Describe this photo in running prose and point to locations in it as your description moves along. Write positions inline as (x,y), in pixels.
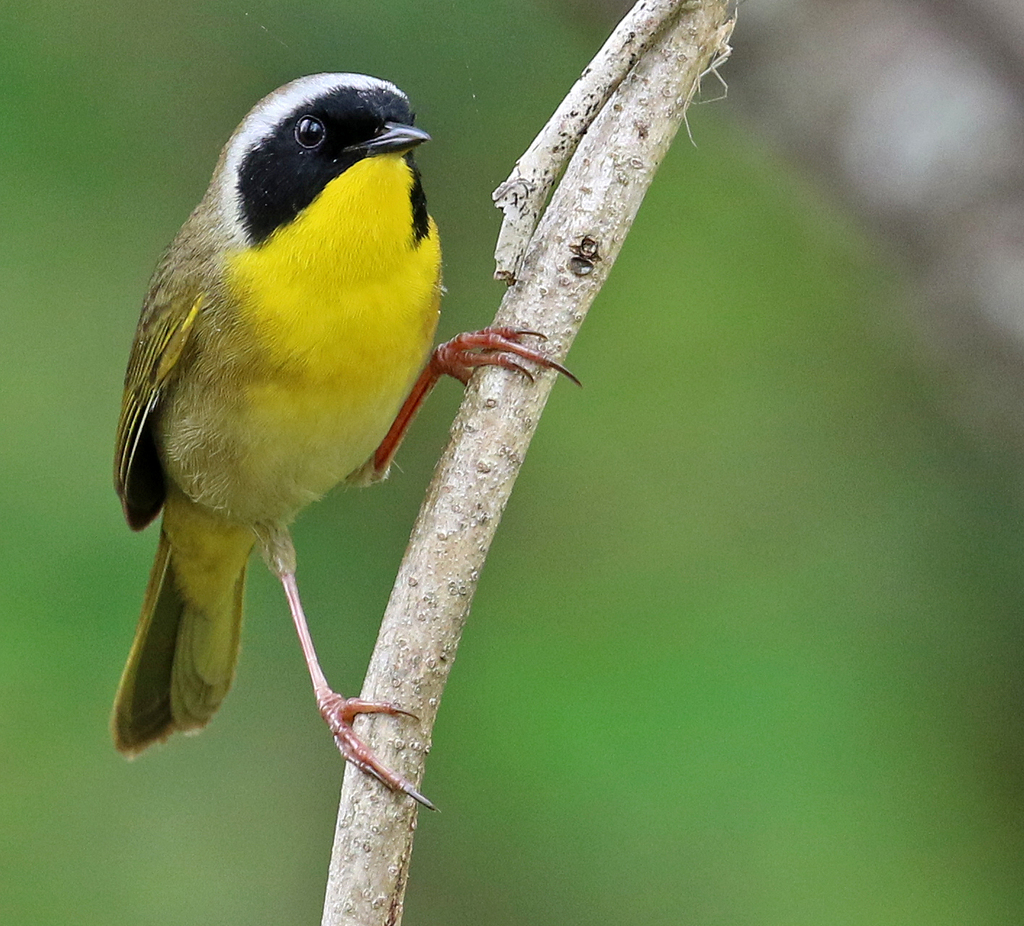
In this image I can see a bird (278,464) on wooden branch (530,304). The bird (261,400) is yellow in color. The background of the image (800,442) is blurred.
